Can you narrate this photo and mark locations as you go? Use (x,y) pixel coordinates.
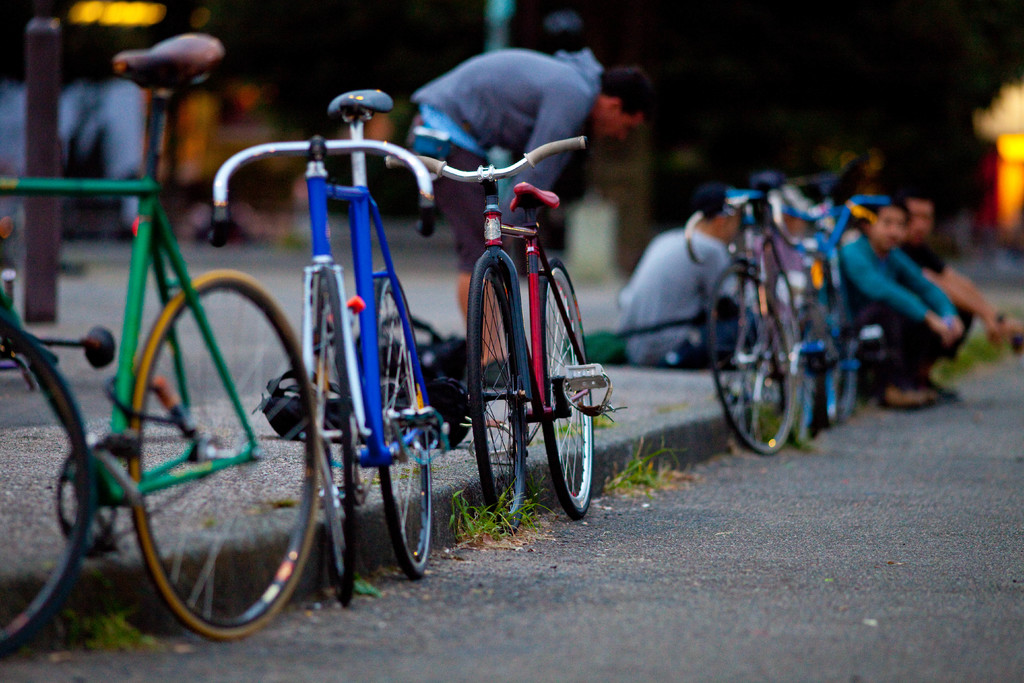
In the foreground of this image (452,447), there are bicycles (65,183) and a road (793,597). In the background (931,297), there are people (939,257) sitting on the side path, a man (563,124) bending and a pole (58,155). The remaining objects (687,45) are not clear.
